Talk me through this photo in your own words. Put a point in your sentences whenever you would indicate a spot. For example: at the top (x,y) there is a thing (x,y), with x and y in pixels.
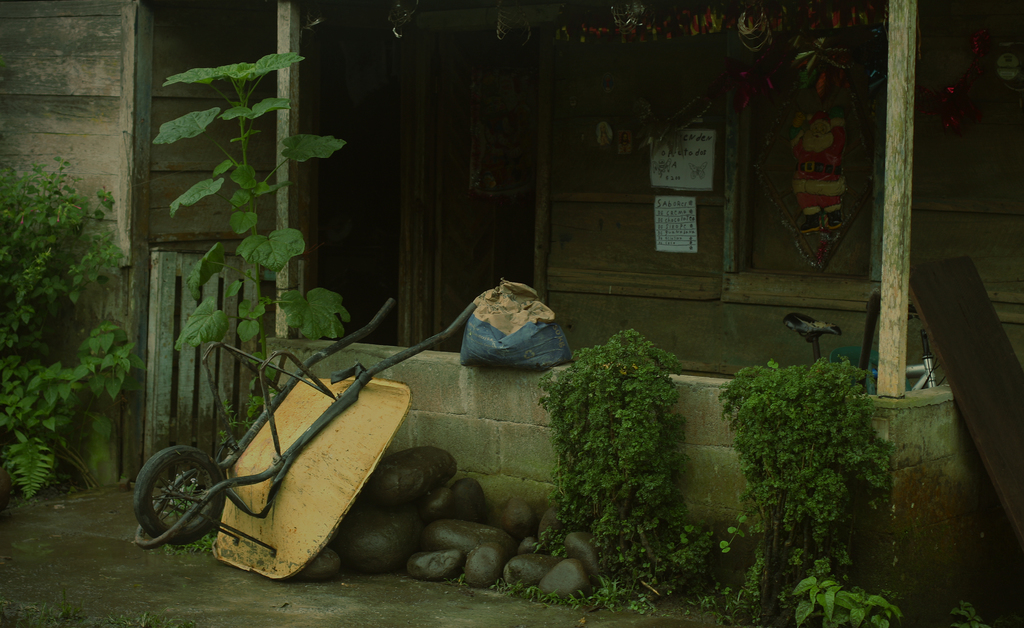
In this image I can see a trolley (383,423) and I can see a bag (472,339) on the wall (488,384), plants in green color, few stones (504,509). Background (668,197) I can see a house (845,249) and few papers (677,188) attached to the wooden surface (639,209).
